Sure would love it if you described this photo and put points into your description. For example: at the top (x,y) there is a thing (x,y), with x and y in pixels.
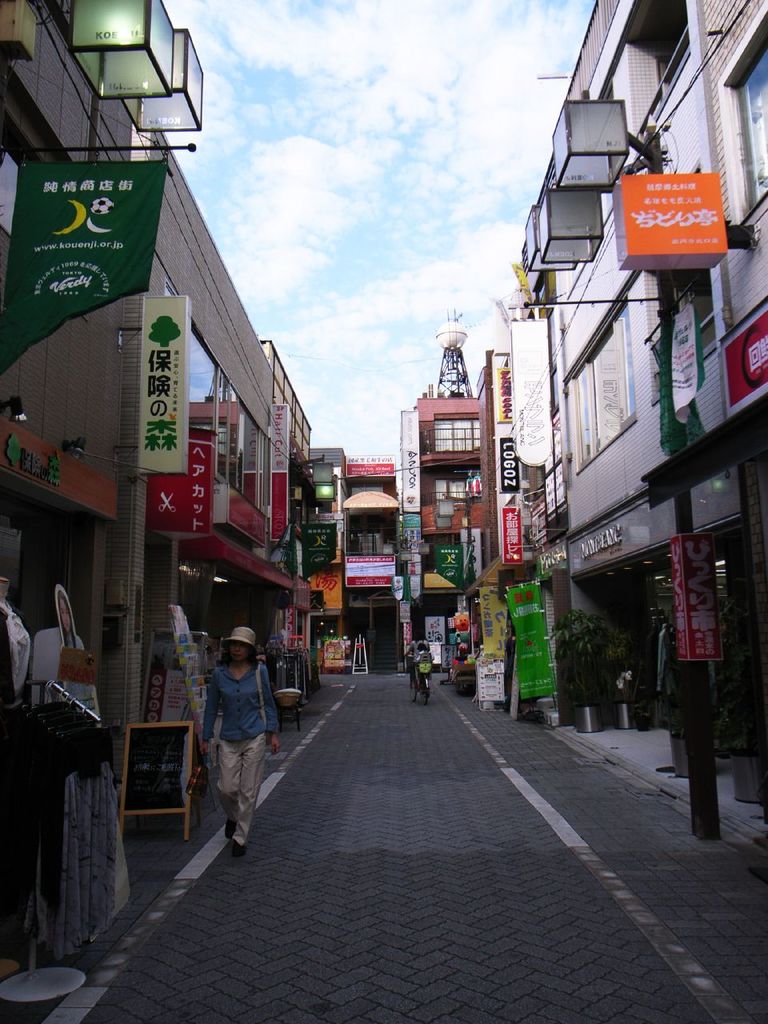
In this picture there is a woman (268,701) walking and wore hat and we can see boards (173,714), stalls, clothes (274,655), banners (539,616) and buildings (205,400). There are two people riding bicycle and we can see house plants (624,712), boxes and objects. In the background of the image (396,194) we can see the sky (327,171) with clouds (327,171).
